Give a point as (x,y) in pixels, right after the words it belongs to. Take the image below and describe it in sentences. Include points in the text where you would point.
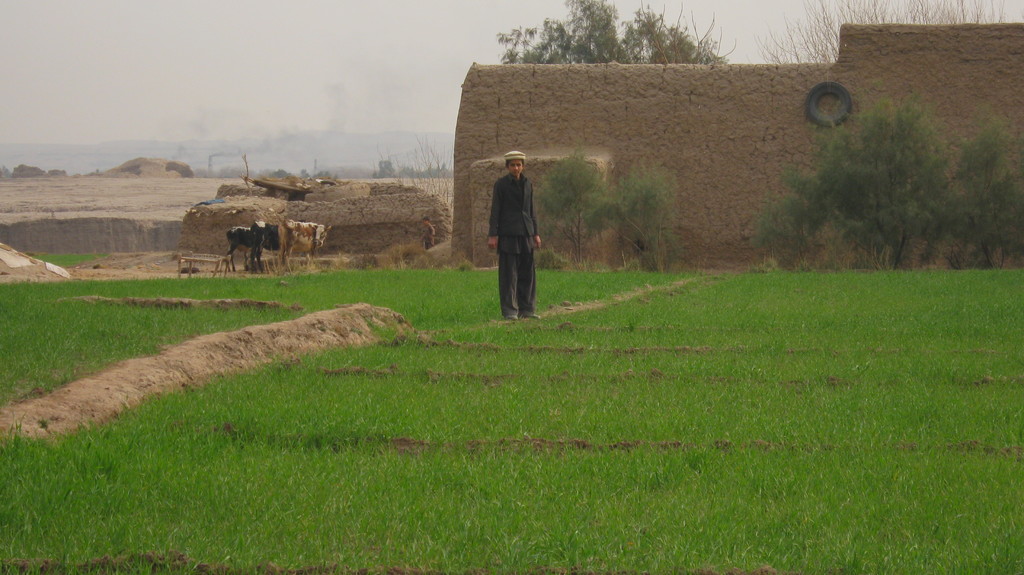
In this picture we can see a person (510,256) is standing and in front of the person (508,228) there are fields (541,410). Behind the person (527,197) there are trees (590,27) a wall (653,100) with a tyre (812,113) and on the left side of the wall (599,97) there are animals (271,240). Behind the trees (537,42) there is smoke (280,148), hills (300,152) and the sky (257,63).
